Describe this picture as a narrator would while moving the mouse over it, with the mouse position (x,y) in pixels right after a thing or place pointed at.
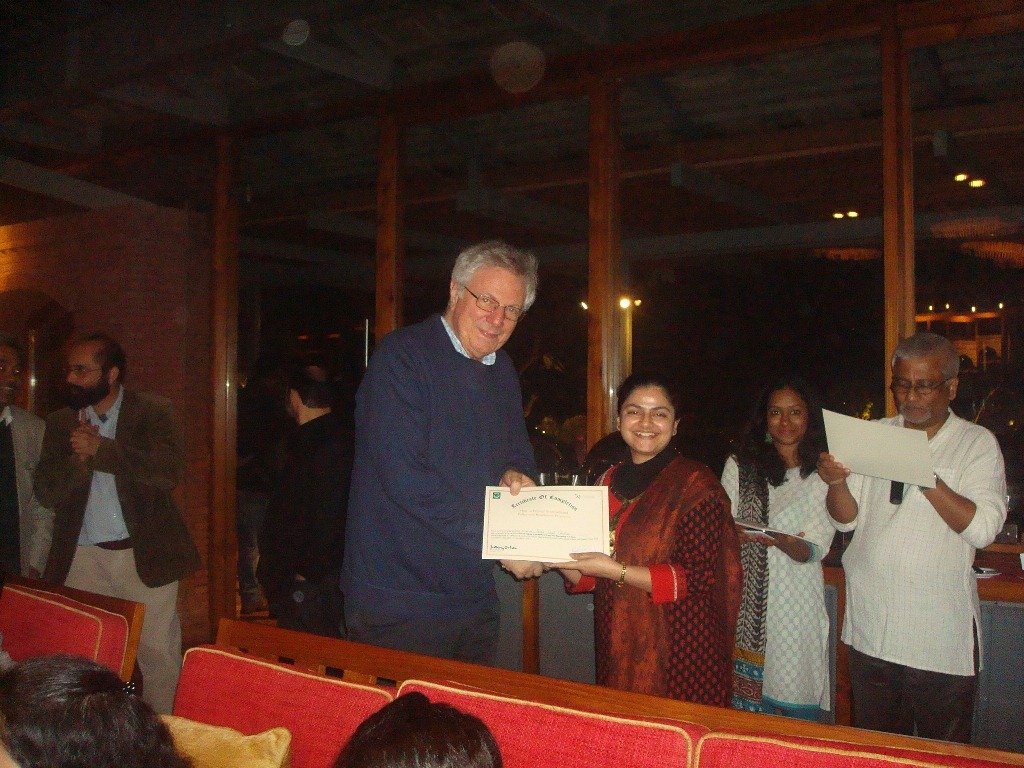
In the foreground of this image (354,739), there are heads (144,733) of the person (473,761) and two benches (270,680) with cushions (436,686). In the background (454,424), there is a man (458,500) and a woman (686,540) standing and holding a certificate (571,515) in their hands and also few persons (307,447) standing, glass wall (743,190), ceiling (246,100) and few light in the background (802,336).
